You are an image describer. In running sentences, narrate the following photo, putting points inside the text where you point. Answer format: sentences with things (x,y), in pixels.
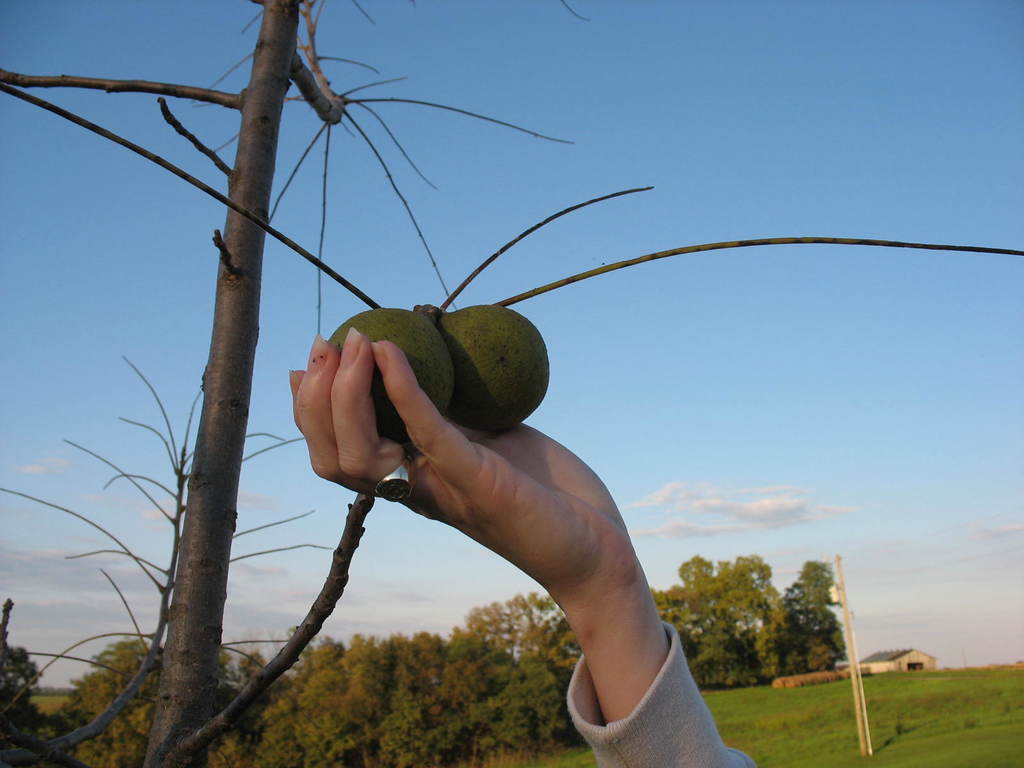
In the image there is a person (572,542) two fruits (441,380) and behind there is a tree (231,486), over the right side (902,652) there is a home (888,669) on the grassland (901,704) in the background (808,637) followed by trees (763,635) beside it all over the place and above its sky (768,435) with clouds (757,505).
